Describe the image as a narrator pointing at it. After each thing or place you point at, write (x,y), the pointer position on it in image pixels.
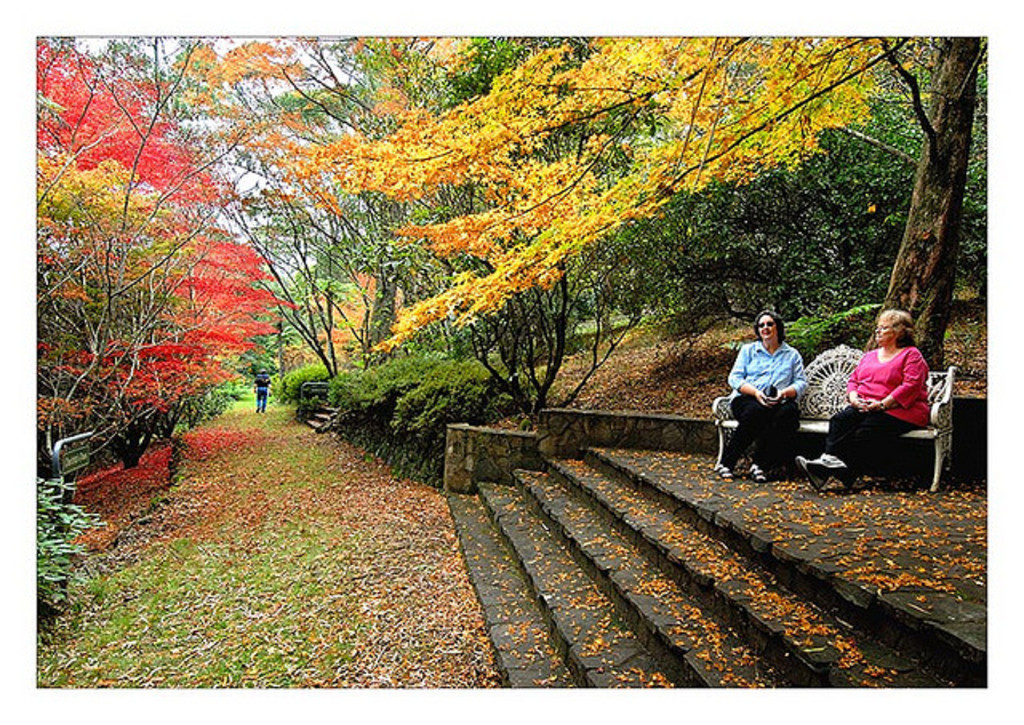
In this image I can see two people (792,420) sitting on the bench (823,432). These people (799,367) are wearing the pink, blue and black color dresses (735,380). In the back (266,403) I can see one more person (263,374). I can also see many trees (303,237) which are in yellow, green and red color. In the background (292,89) I can see the sky (230,175).
